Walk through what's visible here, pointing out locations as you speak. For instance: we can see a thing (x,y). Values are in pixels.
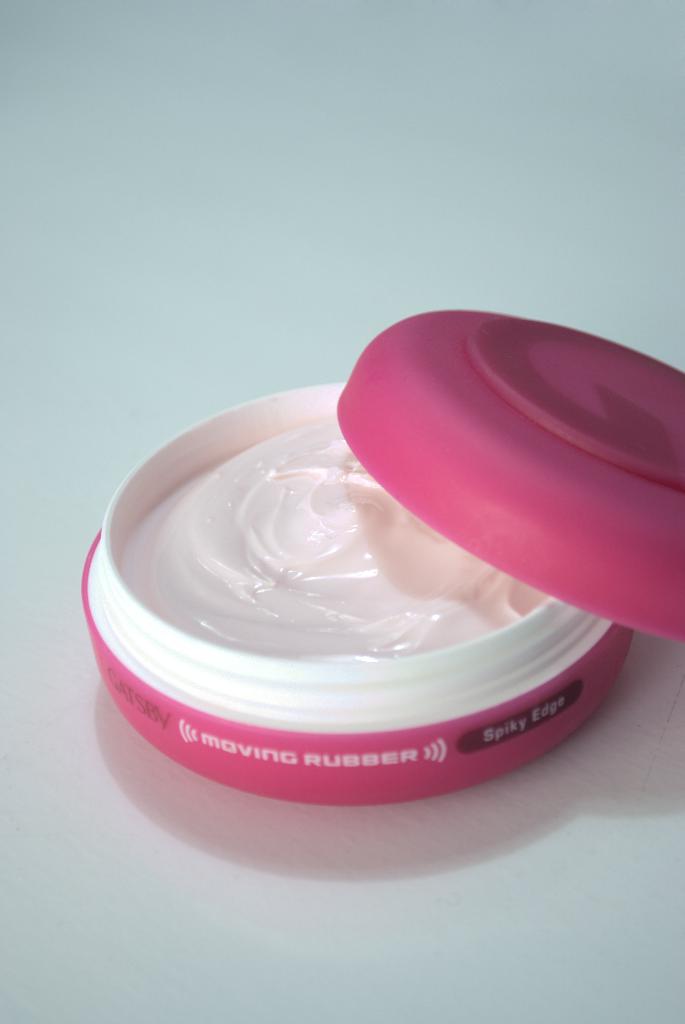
There is white color cream (390,620) in a box (604,683) which is opened on the white color floor (374,808). On the right side (681,624), there is a pink color cap (580,566) which is partially on this box (614,660) on the floor (341,376). And the background (661,103) is white in color.
